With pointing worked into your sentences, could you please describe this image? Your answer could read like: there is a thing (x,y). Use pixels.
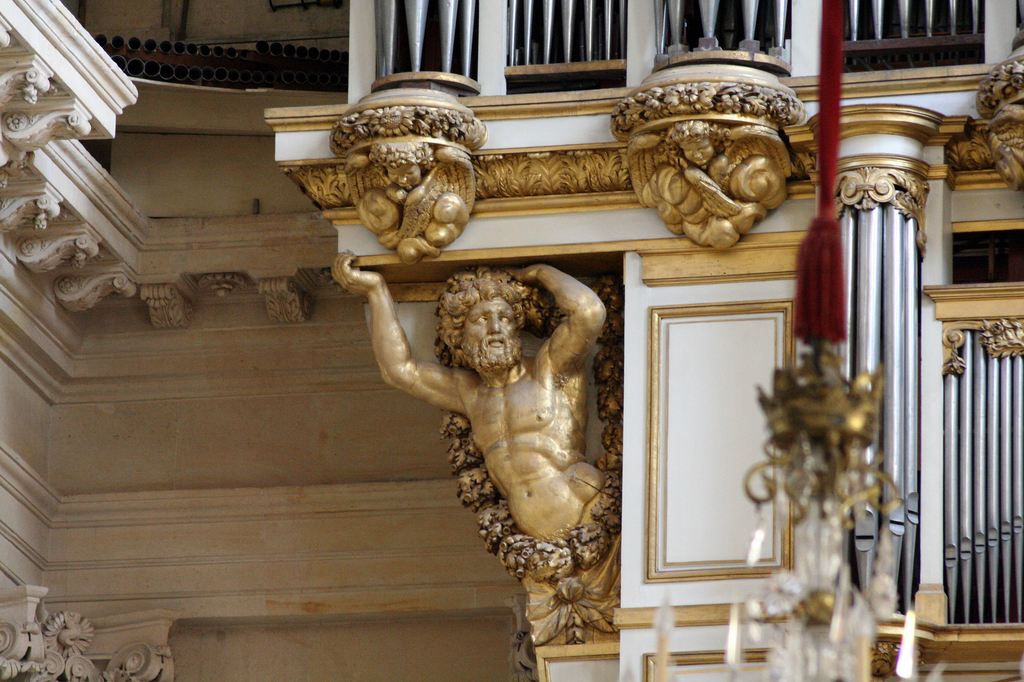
This picture is an inside view of a building (294,440). In the center of the image (411,371) we can see a sculpture (515,318), wall (302,261), pillars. On the right side of the image (803,667) we can see a chandelier (817,497).
